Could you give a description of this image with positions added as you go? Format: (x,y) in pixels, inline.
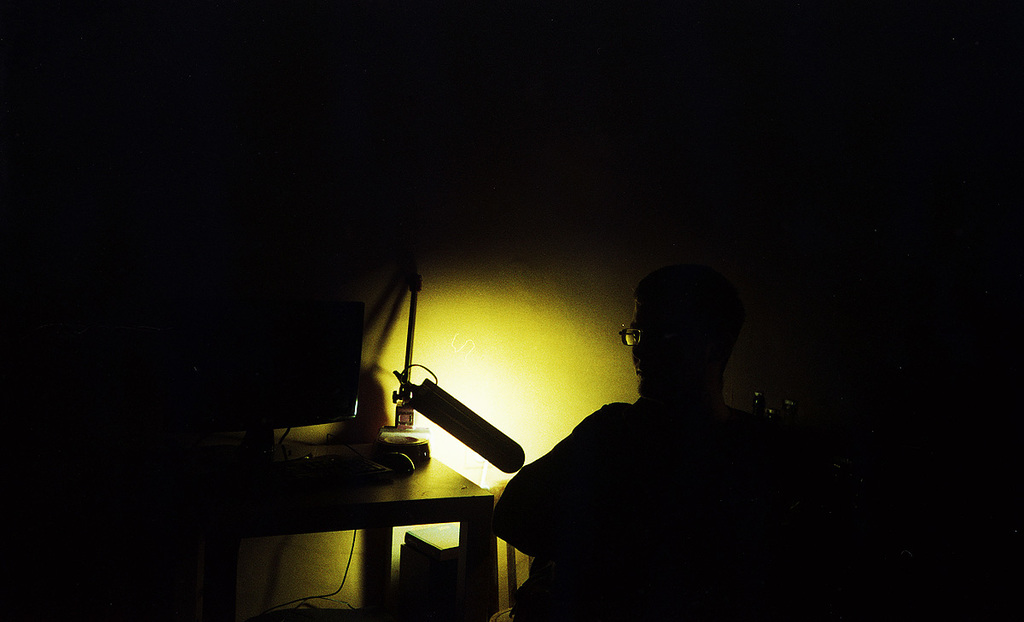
This is a dark image. In this image we can see a person (630,414) wearing specs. Also there is a table (355,511). On the table (340,506) there is a computer (273,436) and some other items (391,428). Also there is light (459,428).
